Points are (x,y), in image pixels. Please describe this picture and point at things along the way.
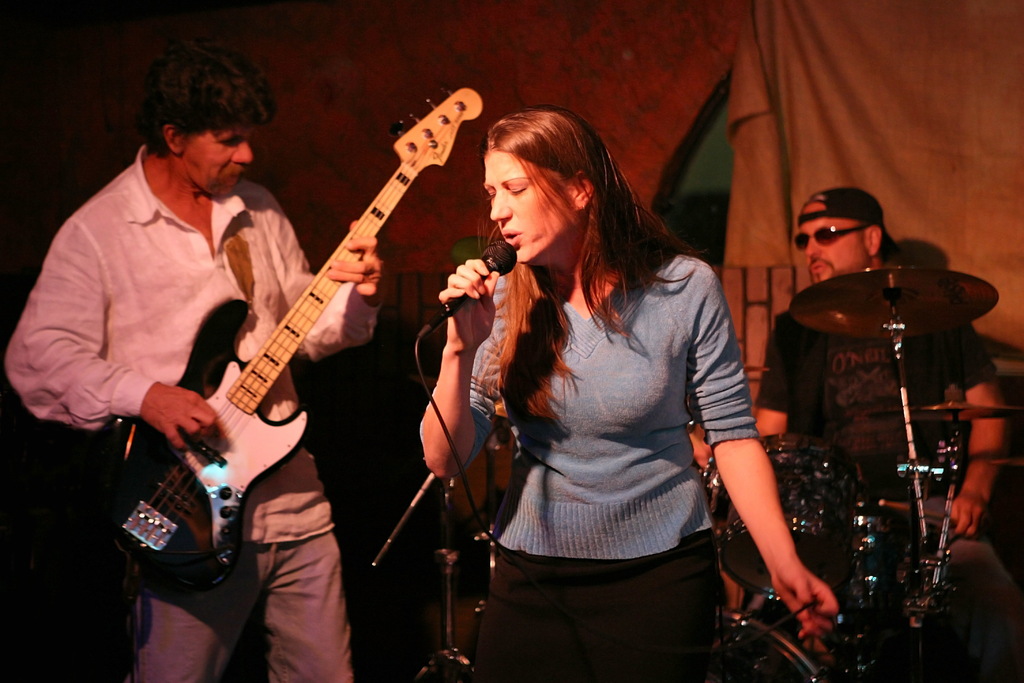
This picture shows a man (288,402) standing and playing guitar (394,127) and we see a women (547,319) singing with the help of a microphone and a man (828,374) sitting and playing drums (858,313) on their back.
